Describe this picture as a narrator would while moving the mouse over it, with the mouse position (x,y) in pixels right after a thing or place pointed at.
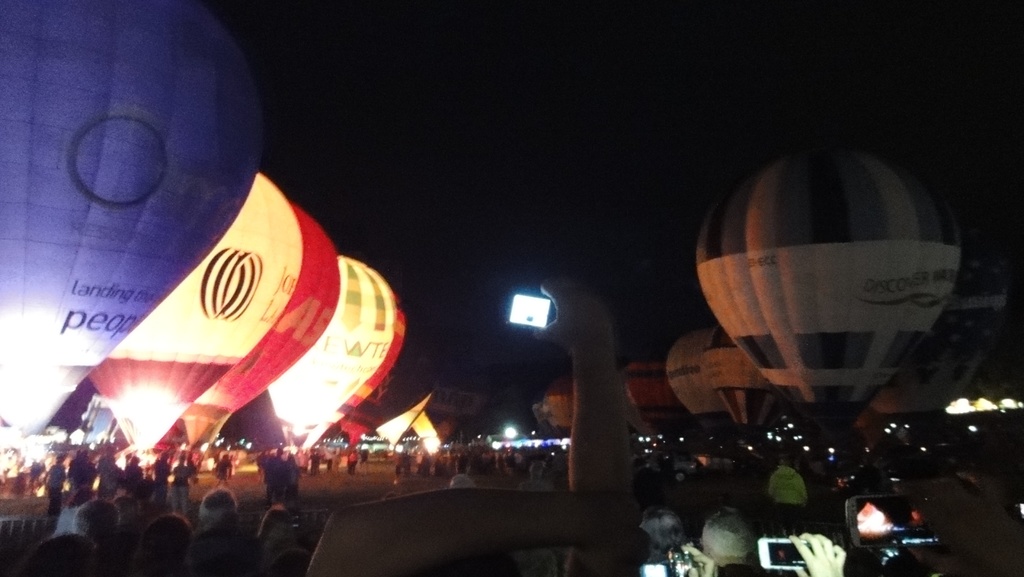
This image consists of many hot air balloons (824,293). At the bottom (773,483), we can see many persons (679,539) standing and holding mobiles (912,502). At the top (552,186), there is sky (495,259).
